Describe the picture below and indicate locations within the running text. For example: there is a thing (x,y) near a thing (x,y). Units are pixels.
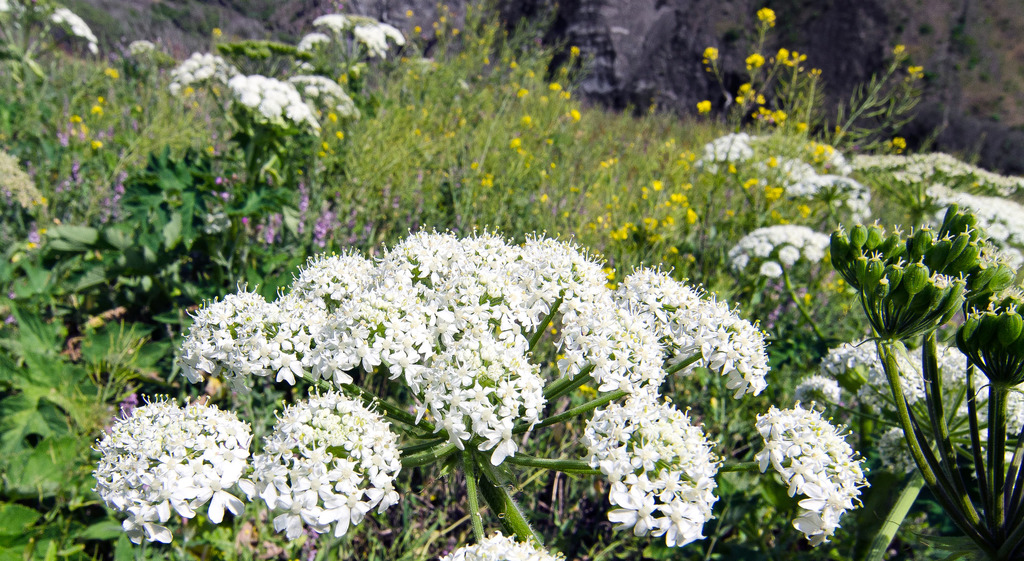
In this picture I can see flower plants (443,317). These flowers (424,294) are white and yellow in color.
